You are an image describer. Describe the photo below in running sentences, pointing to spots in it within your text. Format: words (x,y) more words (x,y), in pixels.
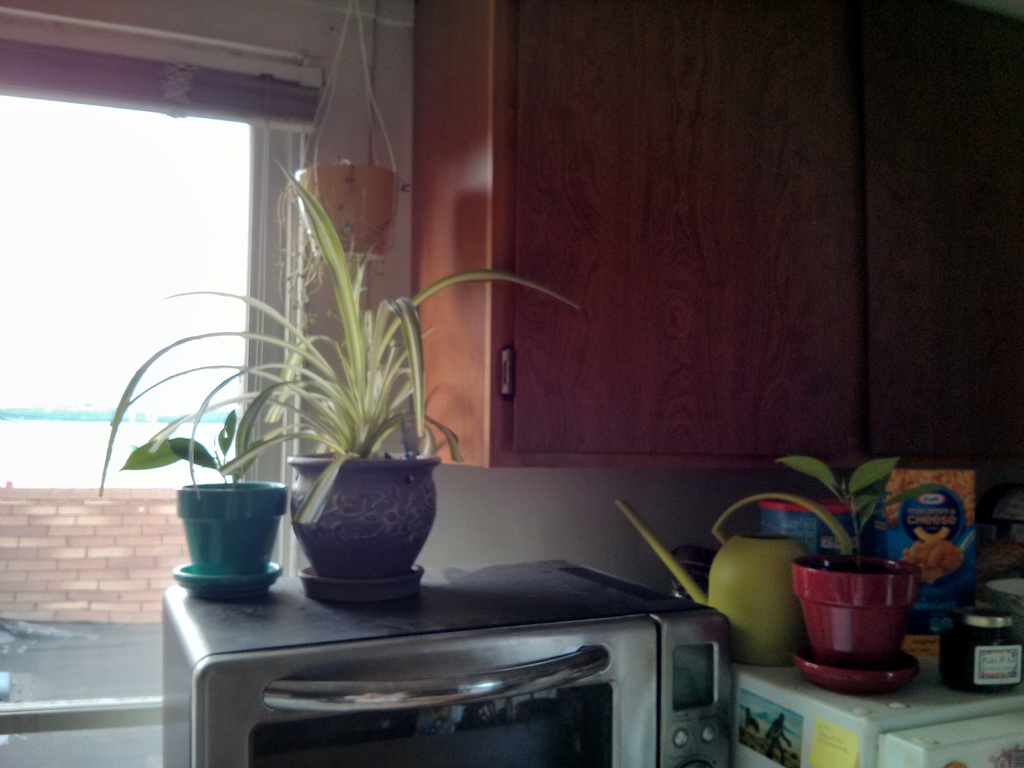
In this image I can see a microwave (405,615), a white colour thing (755,668) and on the top of these things (889,763) I can see three plants (366,416) in the pots (404,485), a green colour thing (684,572), few boxes (797,507) and other stuffs (964,610). On the top right side of this image (880,83) I can see a cupboard (527,318) and on the left side (194,87) I can see a window (15,161) and one more pot (364,173).
